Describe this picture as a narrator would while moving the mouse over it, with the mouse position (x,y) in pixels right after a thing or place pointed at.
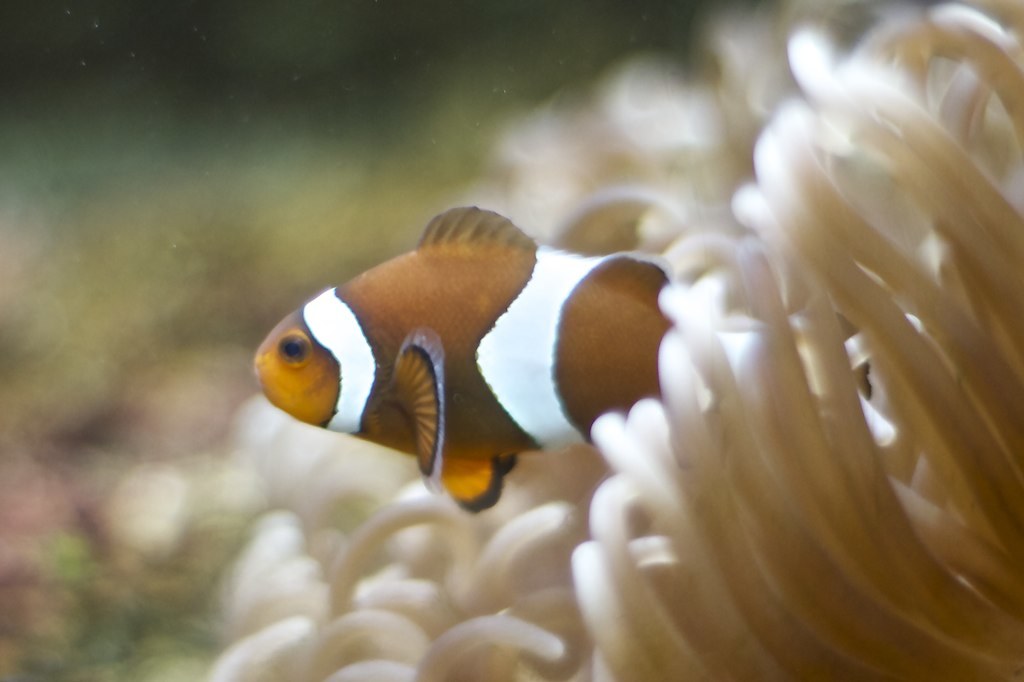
Here in this picture we can see a fish (380,320) present in the water (168,669) and beside that we can see some plants (794,229) present.
